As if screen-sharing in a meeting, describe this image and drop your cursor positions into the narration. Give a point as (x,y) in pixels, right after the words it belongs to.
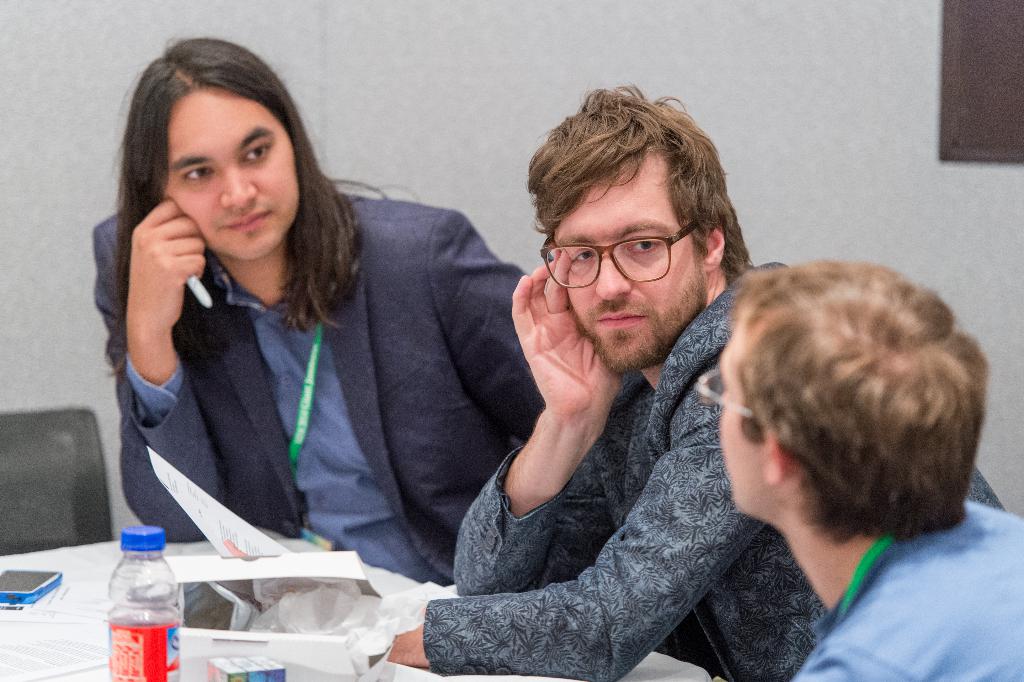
The picture is taken inside a room (677,87). Three men (872,582) are sitting on chairs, one is wearing a suit (482,457). In front of them on a table (104,645) there is bottle (123,602), packet (204,626). The person (184,523) on the left (215,516) is holding a paper (200,517). In the background (936,121) there is wall (74,101).
